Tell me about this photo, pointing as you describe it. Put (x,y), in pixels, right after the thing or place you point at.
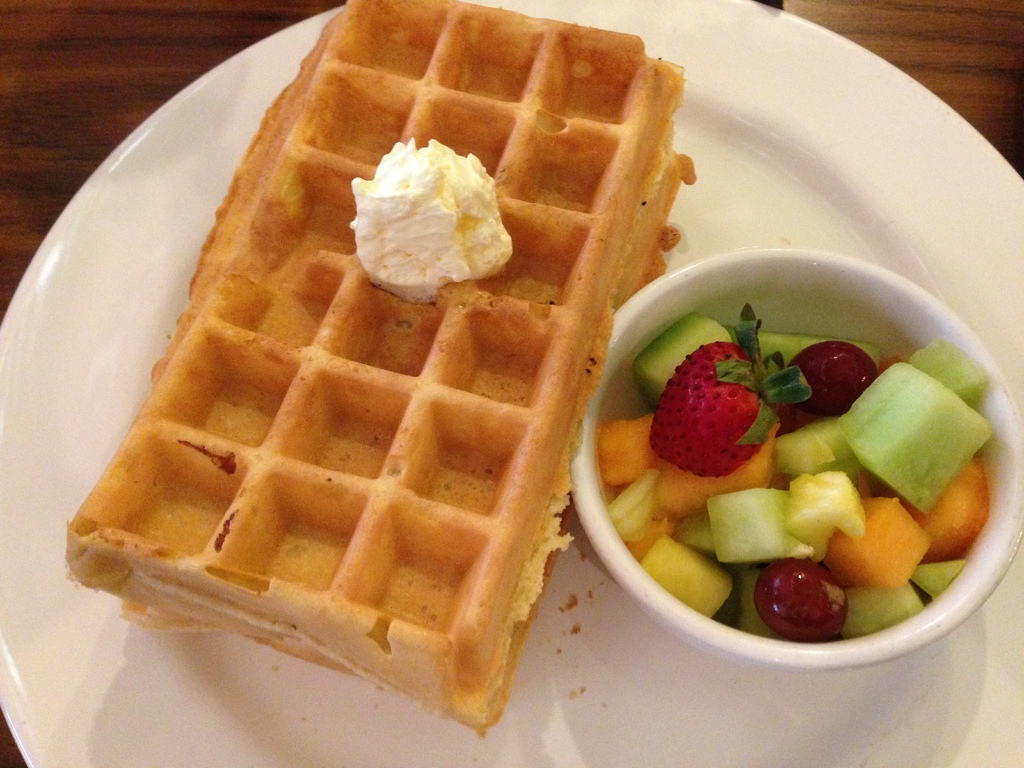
In the center of this picture (594,353) we can see a white color platter (109,363) containing some food items (419,327) and a bowl (735,284) containing a strawberry (719,377), grapes (797,417) and some other fruits (773,521). In the background (975,58) we can see the wooden table (32,118) and some other objects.
